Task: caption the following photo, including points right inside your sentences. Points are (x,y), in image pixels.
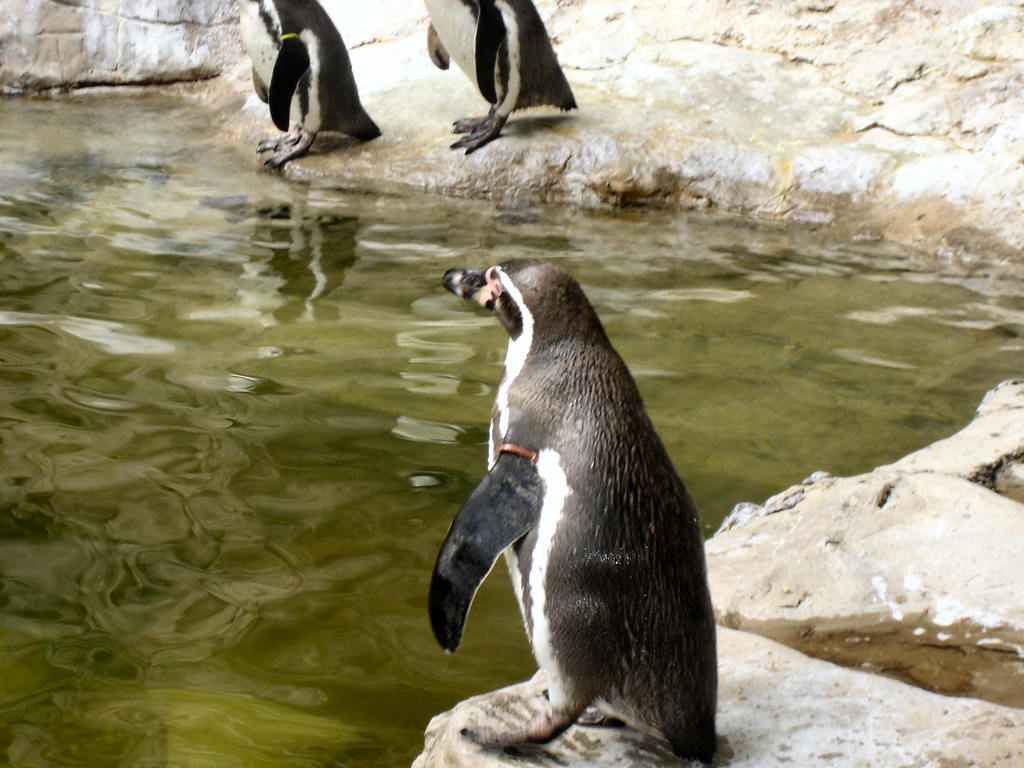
In this picture we can see three penguins (485,59) are present on the rocks (655,114). In the background of the image (737,377) we can see the water (261,410).
